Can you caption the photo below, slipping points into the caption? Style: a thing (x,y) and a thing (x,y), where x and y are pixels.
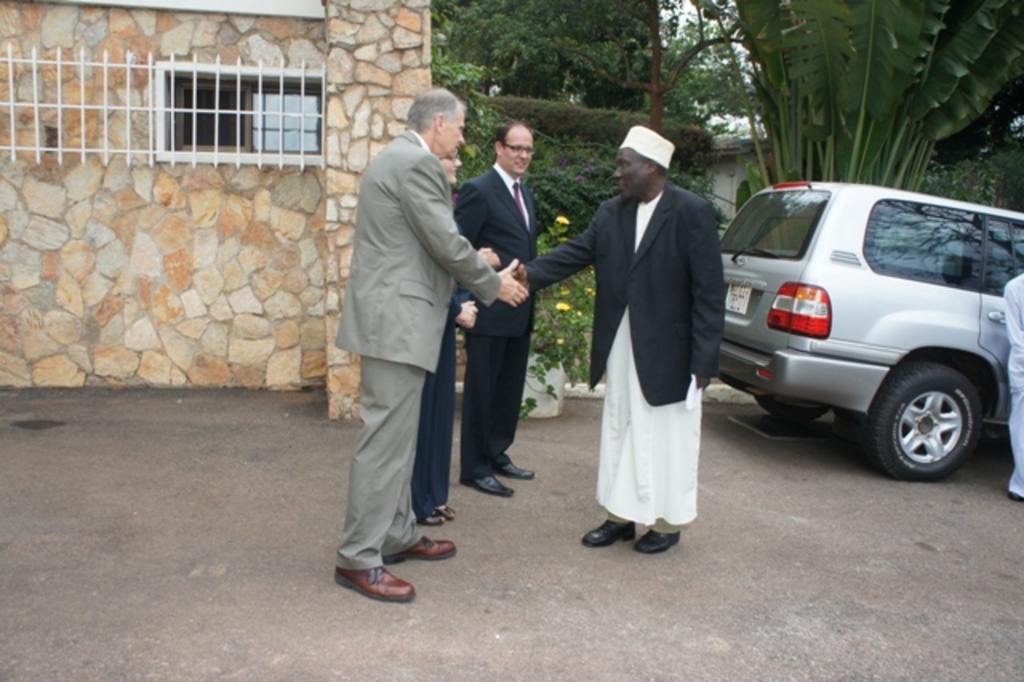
In this picture I can see there are few people (455,544) standing and shaking their hands (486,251) and in the backdrop (886,349) there is a car (882,305), plants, trees (647,69) and a building (103,310).
